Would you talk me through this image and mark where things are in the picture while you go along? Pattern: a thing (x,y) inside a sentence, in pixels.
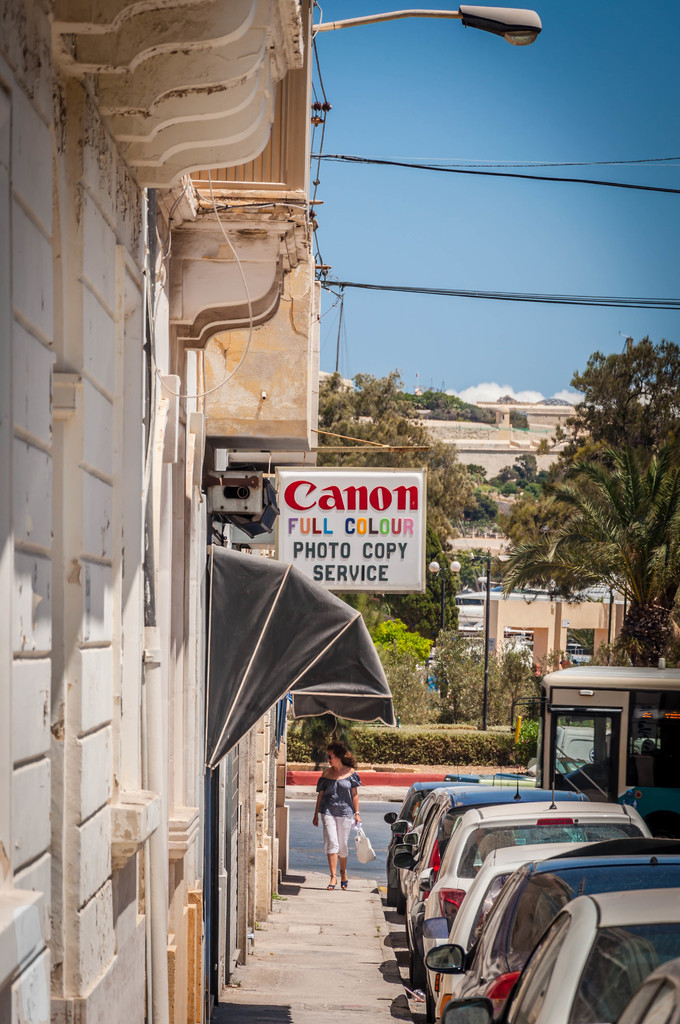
In the picture we can see some vehicles (471,895) parked, there is a person (346,863) walking along the footpath (332,900), on left side of the picture (160,829) there is a building (29,778) and in the background of the picture (422,694) there is road (303,819), there are some houses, trees (493,506) and clear sky (531,138).
